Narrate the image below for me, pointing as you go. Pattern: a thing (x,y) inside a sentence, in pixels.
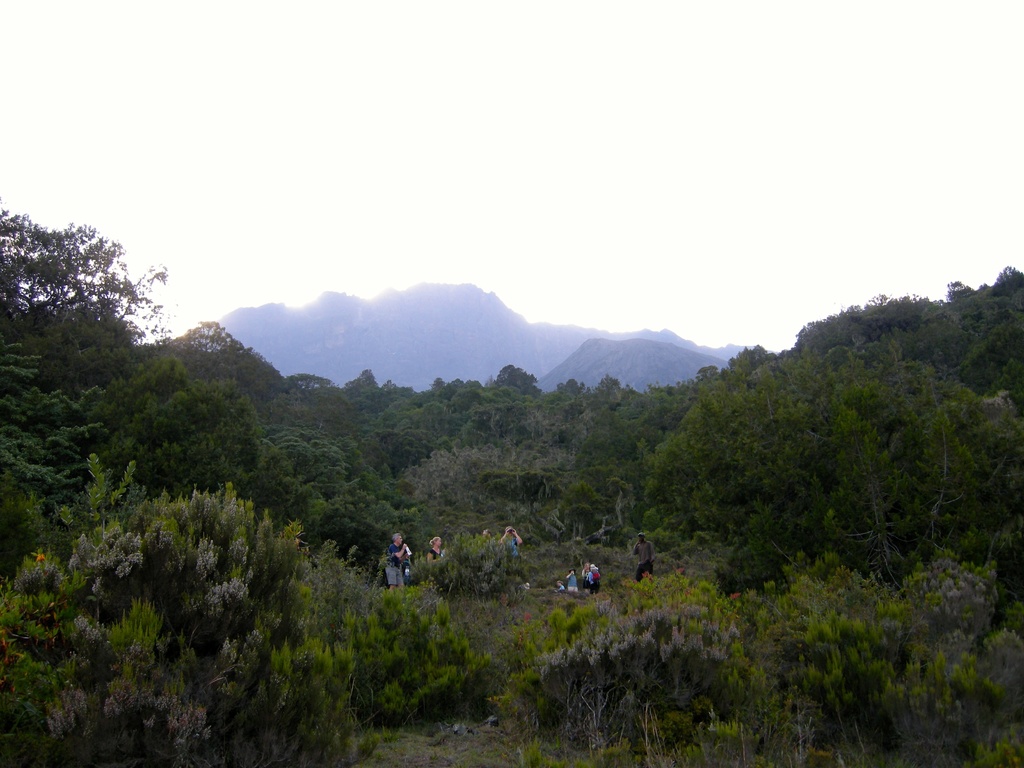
This is a forest area (345,475), this people (591,581) came here to visit the forest (444,543). This is a sky (635,212) which is in dark white color.
